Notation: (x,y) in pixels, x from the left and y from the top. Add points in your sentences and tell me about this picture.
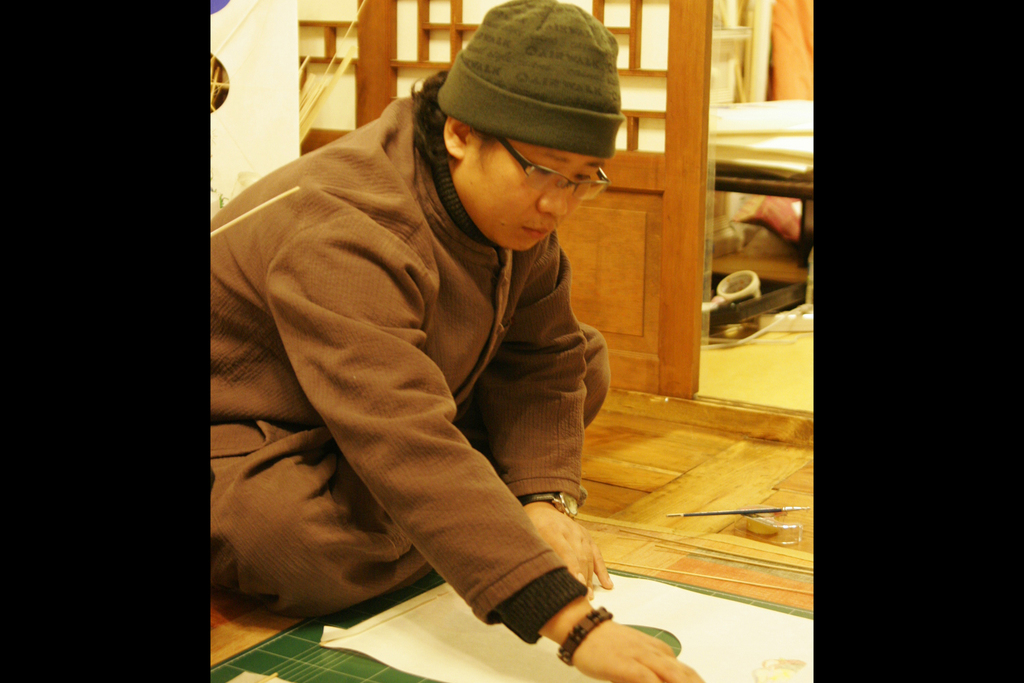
In this image in the center (354,309) there is one man (520,484) who sitting and he is drawing something, in front of him there is one paper (672,610) and a painting brush (725,514). In the background (671,90) there is a wooden door (315,81), bed (720,153) and some other objects (719,230).
